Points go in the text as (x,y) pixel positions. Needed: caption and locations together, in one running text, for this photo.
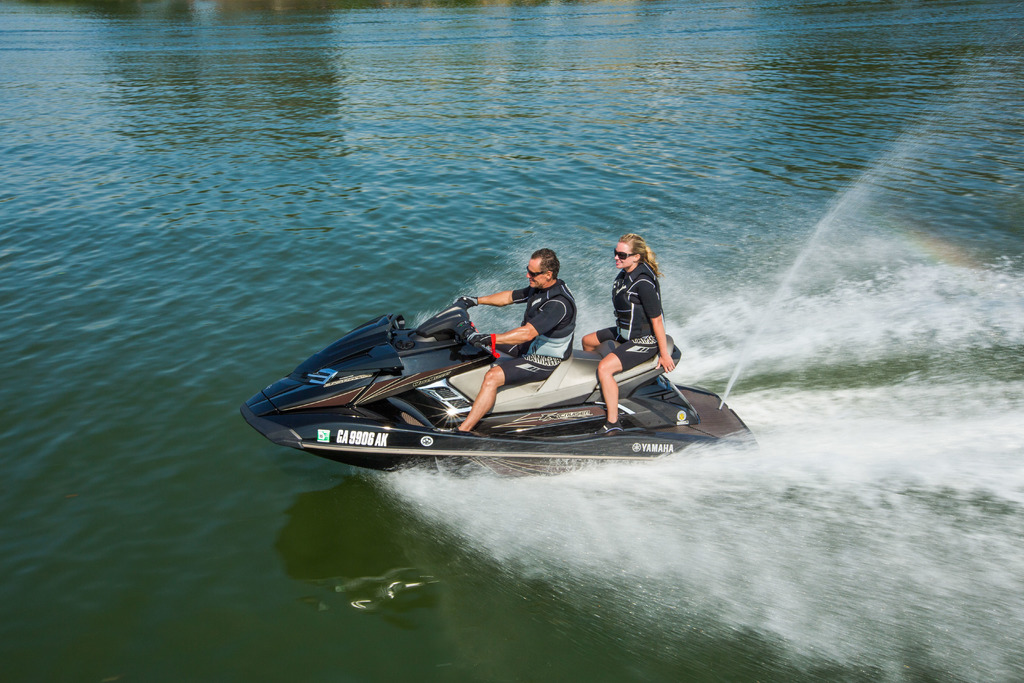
In this image I can see the water (134,225) and a speed boat (339,396) which is black in color on the surface (128,110) of the water (558,484). I can see two persons (552,303) sitting on the boat (579,397).
